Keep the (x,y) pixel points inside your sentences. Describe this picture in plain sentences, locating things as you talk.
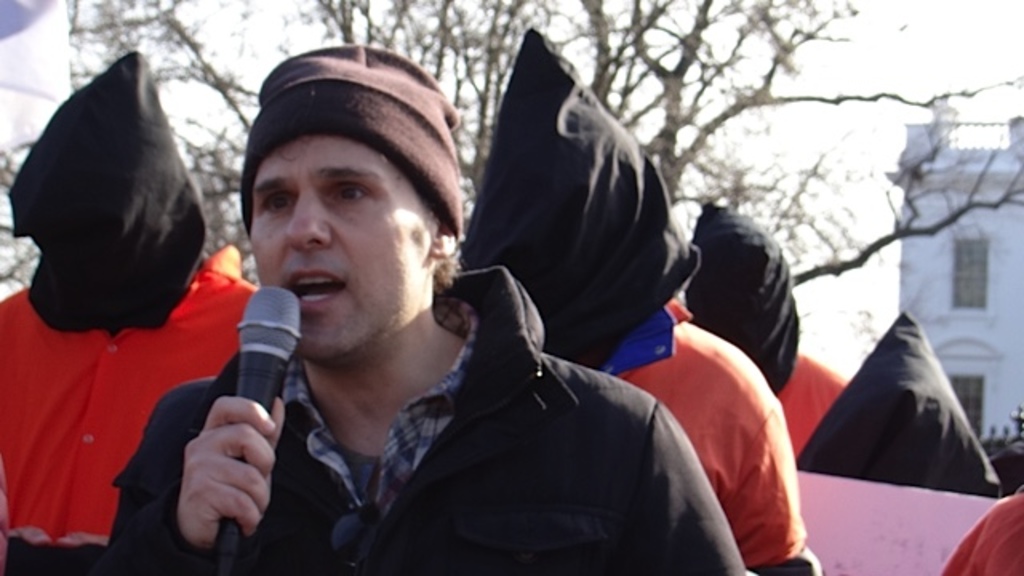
In this image I can see a person (421,451) wearing black jacket (530,488) is holding a microphone (246,328) in his hand (274,447) and I can see he is wearing a cap (367,126). In the background (671,333) I can see few other persons (106,327) wearing orange colored dresses (693,373) and black colored face masks (616,280) to their head (778,279) and I can see a tree (215,81), a building (952,250) and the sky (857,113) in the background (857,113).
